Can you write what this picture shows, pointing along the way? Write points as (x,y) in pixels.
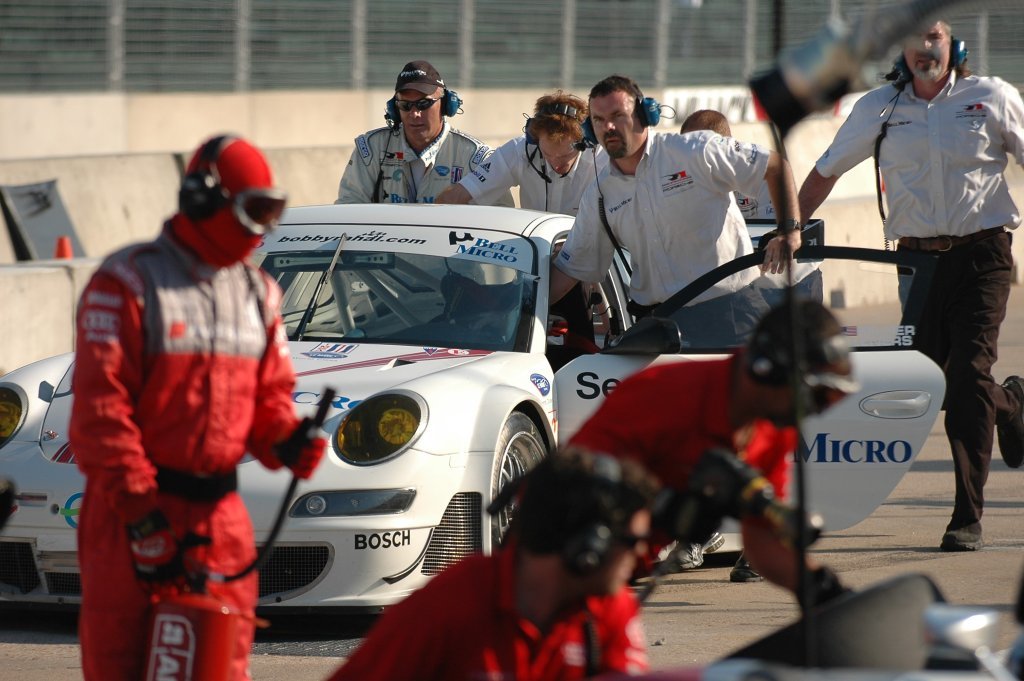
In this image I can see few people (231,342). They are wearing white and red color dress (234,297) and they are holding something. I can see a white color car (401,470).
